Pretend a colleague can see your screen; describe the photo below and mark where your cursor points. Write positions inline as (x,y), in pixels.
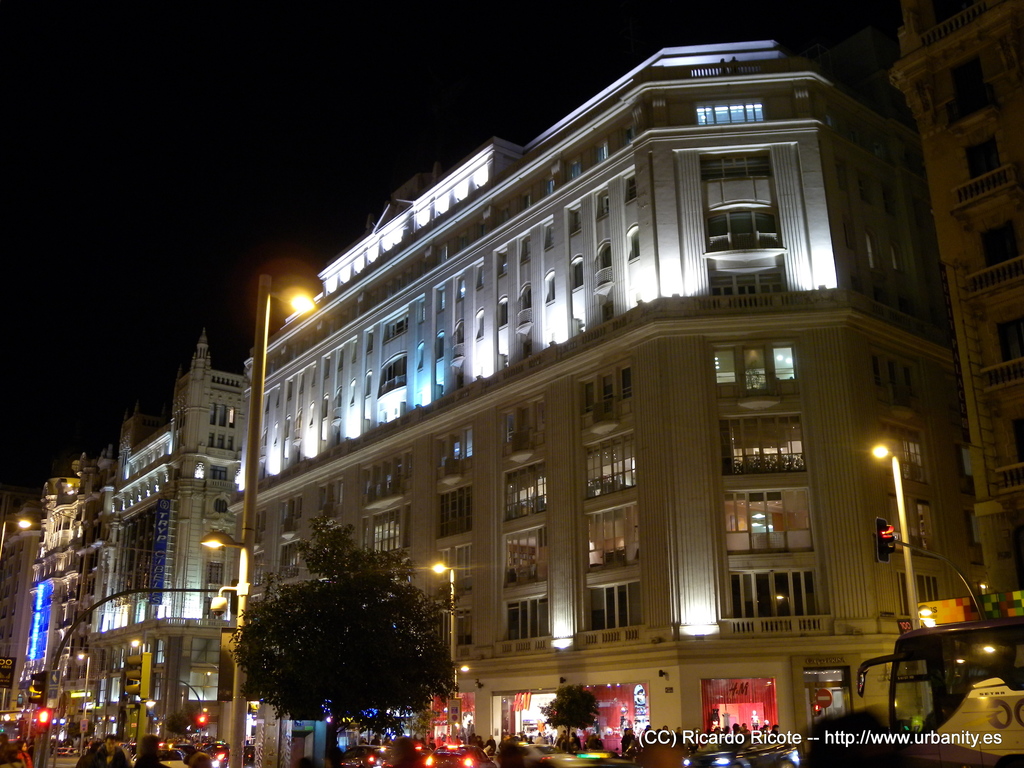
In this image we can see buildings (301,538), trees (342,540), light poles (239,767), persons (308,766), traffic signals (36,722) and vehicles (924,698).
